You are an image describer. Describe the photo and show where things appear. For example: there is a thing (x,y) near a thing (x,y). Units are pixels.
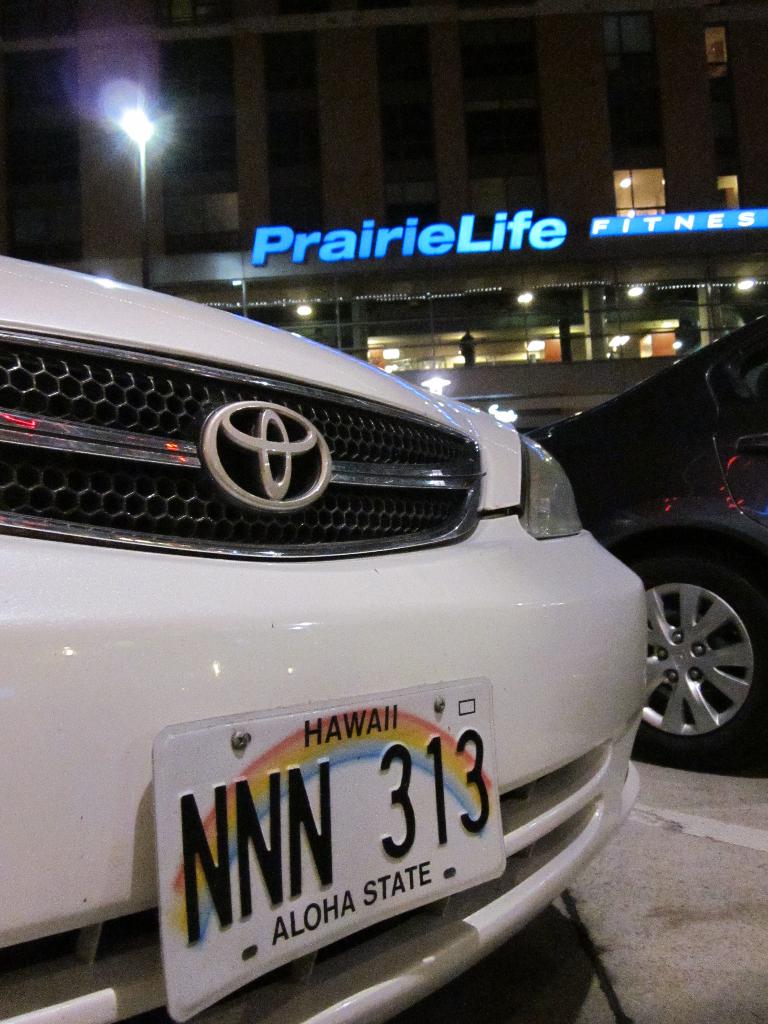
At the bottom of this image (234,861), there is a number plate (240,869) attached to a white color vehicle (237,492). On the right side (697,467), there is a vehicle (720,748) on the road (715,784). In the background (735,288), there are hoardings (741,223) attached to the wall (500,266) of a building (187,231), which is having glass windows (733,299) and lights (759,283) and there are lights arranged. And the background (689,257) is dark in color.
